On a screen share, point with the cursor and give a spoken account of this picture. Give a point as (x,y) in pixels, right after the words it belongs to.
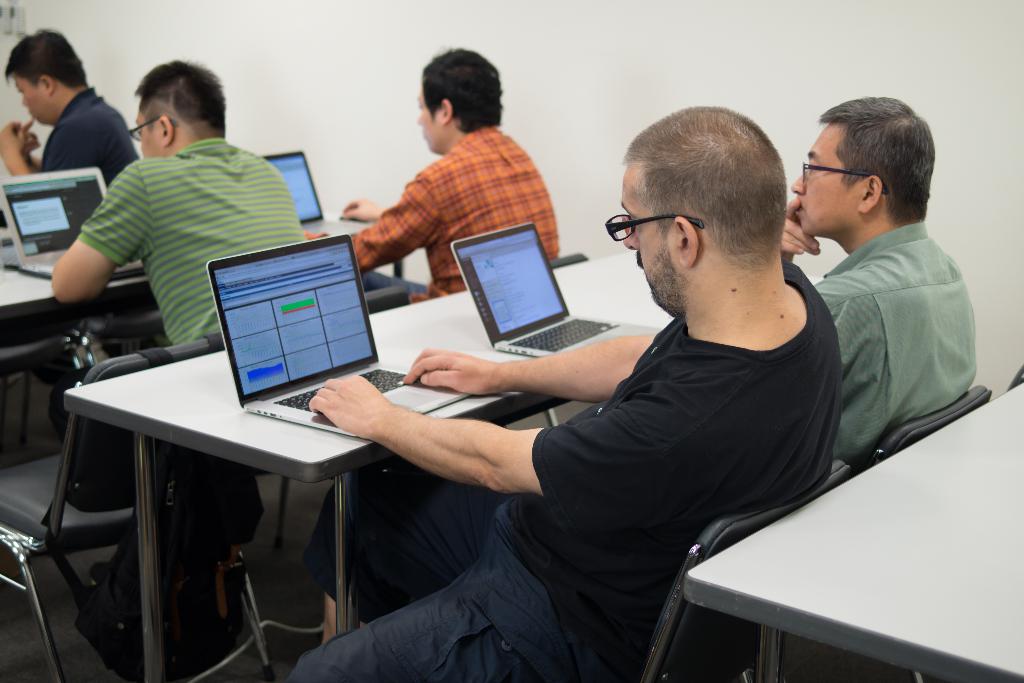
In this image I see 5 men (555,679) who are sitting on chairs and I see tables (417,332) on which there are laptops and I see a bag (162,462) over here. In the background (92,18) I see the white wall (953,224).
